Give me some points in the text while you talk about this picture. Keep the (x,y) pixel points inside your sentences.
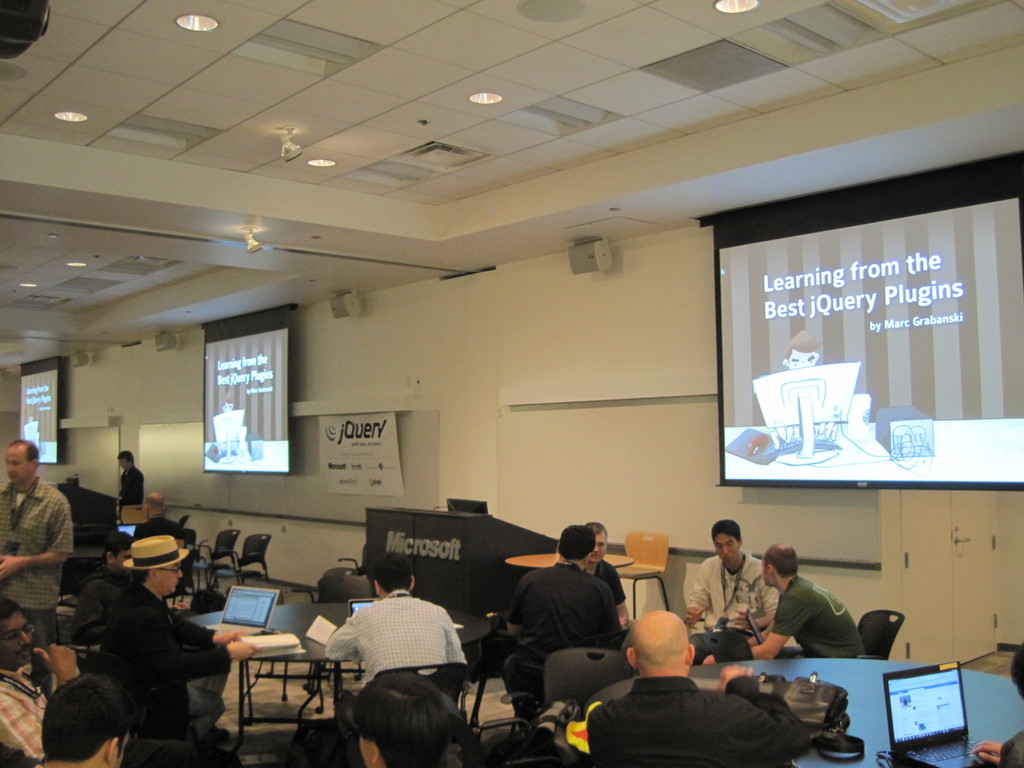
In this picture we can see a group of people (48,537) where some are sitting on chairs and some are standing and in front of them on tables (976,700) we can see a bag (769,684), laptops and in the background (76,446) we can see wall (497,383), screens (913,340).
